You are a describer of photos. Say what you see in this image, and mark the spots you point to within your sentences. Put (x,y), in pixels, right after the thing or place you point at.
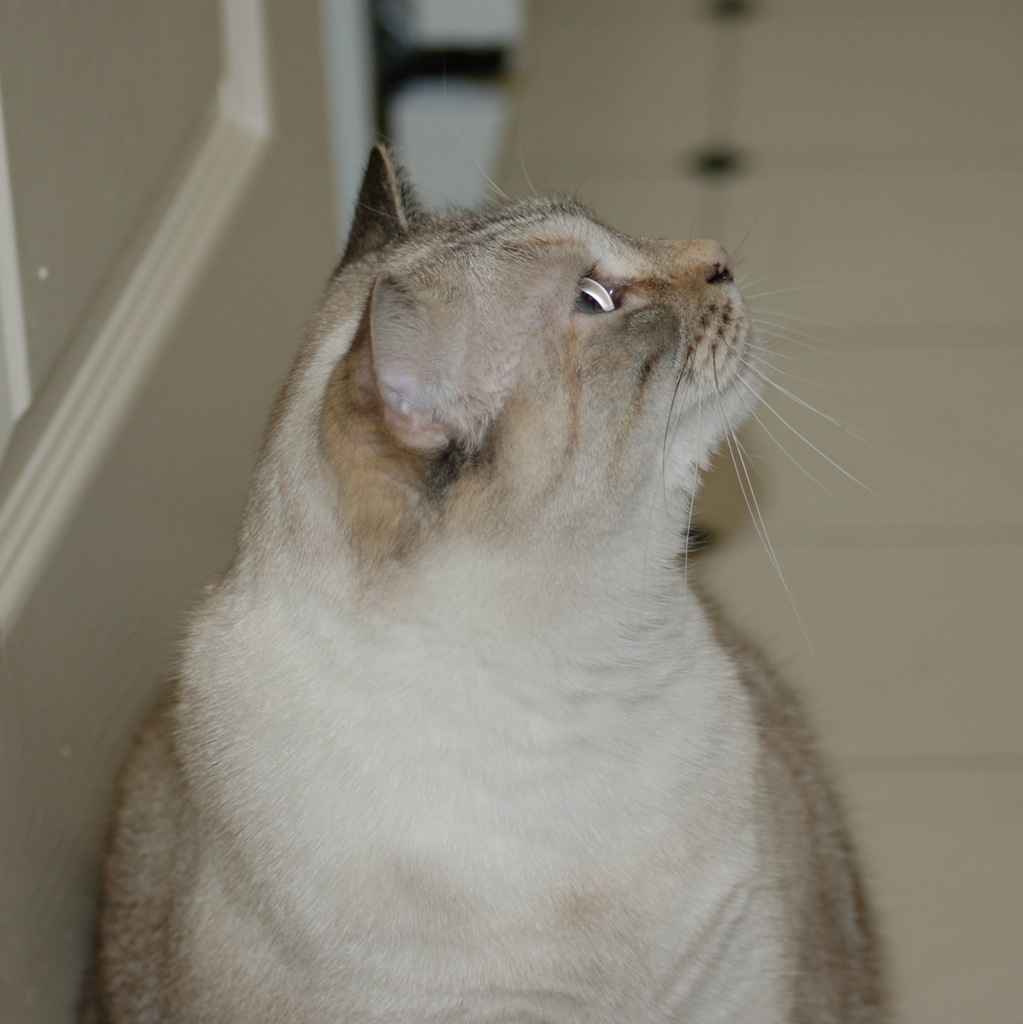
In the foreground of this image (611,809), there is a cat (668,928) on the floor (969,899) which is looking up side. In the background (666,79), there is a floor (961,848) and the wall (177,136).
